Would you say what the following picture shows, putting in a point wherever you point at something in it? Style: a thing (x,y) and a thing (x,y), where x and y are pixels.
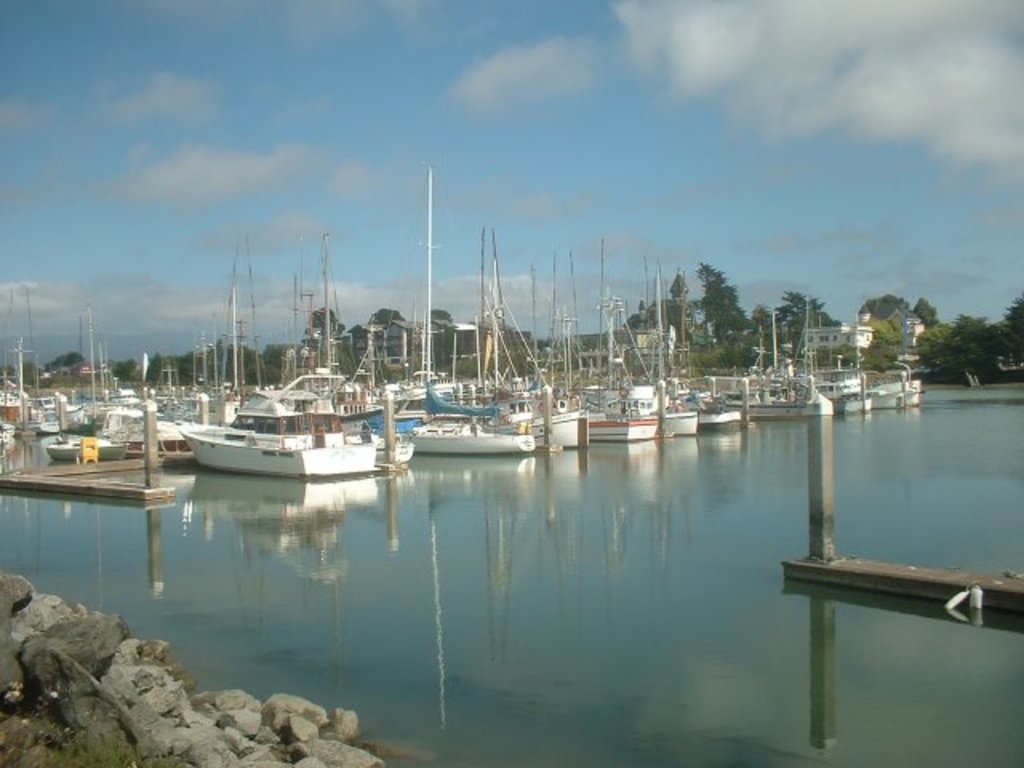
In the picture there are many ships (516,408) floating on the water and there are plenty of masts (495,304) to the ships (178,429), in the background (934,356) there are many trees (894,343).
